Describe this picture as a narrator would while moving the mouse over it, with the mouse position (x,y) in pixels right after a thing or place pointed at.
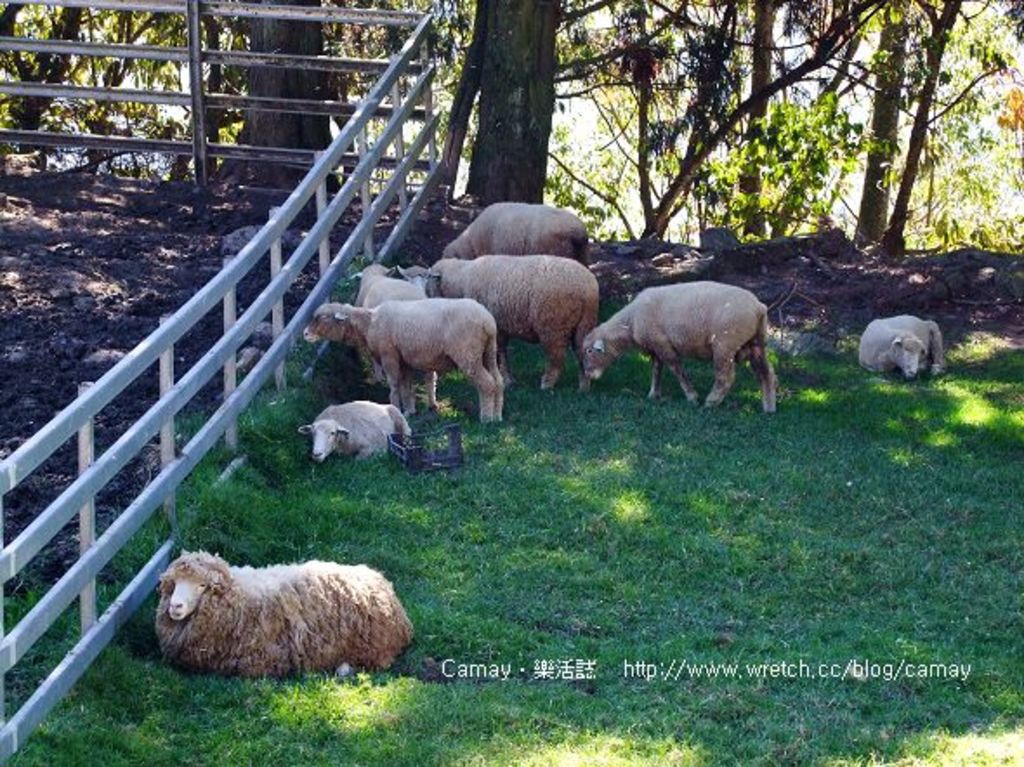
These are the sheep (297,567) in white color, this is the grass (763,601), there are trees (750,24) in this image.
